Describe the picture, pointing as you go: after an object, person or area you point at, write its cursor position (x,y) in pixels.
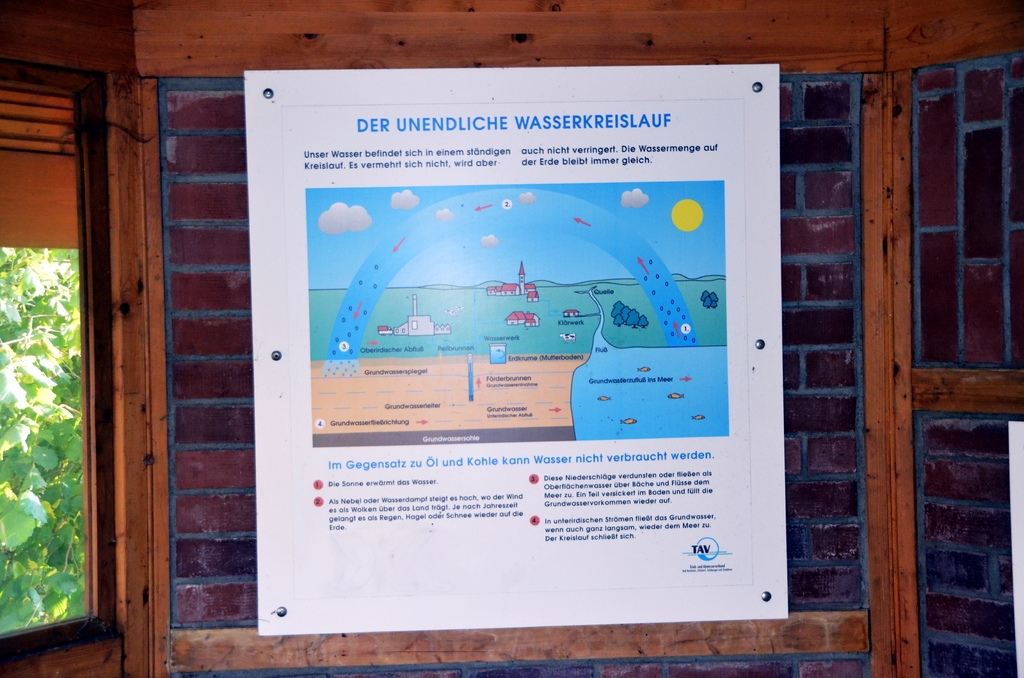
In the foreground of this picture (621,377), there is a poster (291,268) on which some text (470,495) and image (458,412) is printed on it. In the background (198,120), we can see a window (60,219), trees (37,259), and a wall (875,394).
